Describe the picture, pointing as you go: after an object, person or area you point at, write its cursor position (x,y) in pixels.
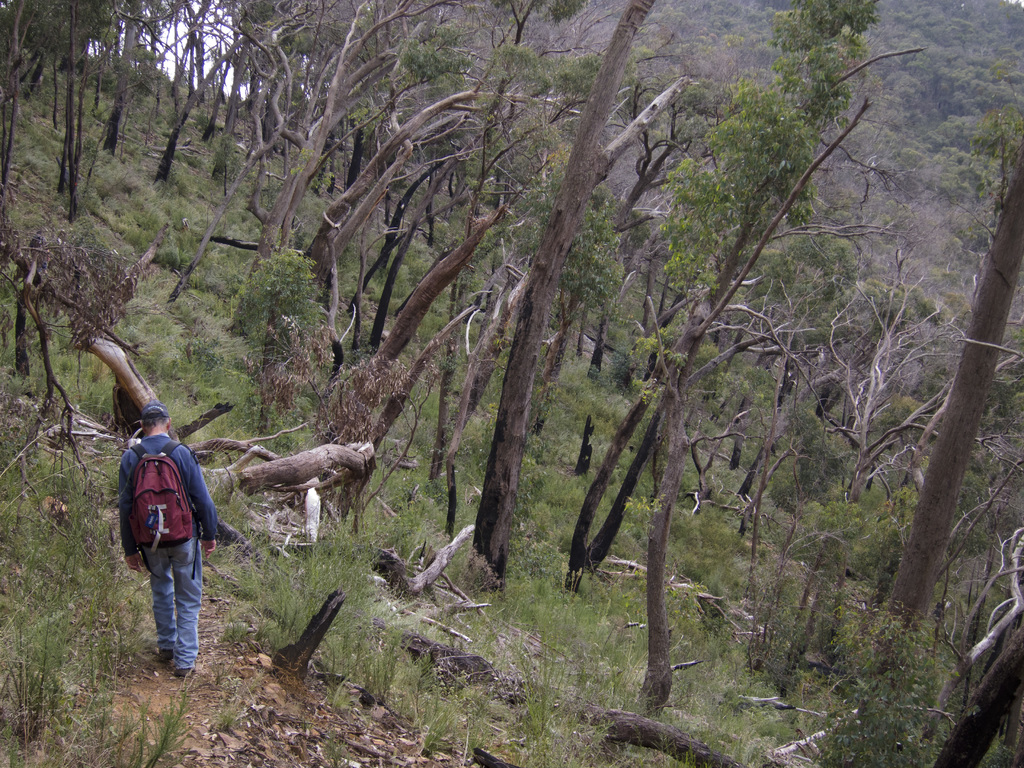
On the left side (189,469), we see a man (179,445) in the blue T-shirt (184,462) who is wearing the maroon backpack (174,519) is walking. Beside him, we see the grass (426,725), twigs (362,745) and stones (209,728). In front of him, we see the fallen trees (204,463). There are trees (553,335) in the background (914,561).
